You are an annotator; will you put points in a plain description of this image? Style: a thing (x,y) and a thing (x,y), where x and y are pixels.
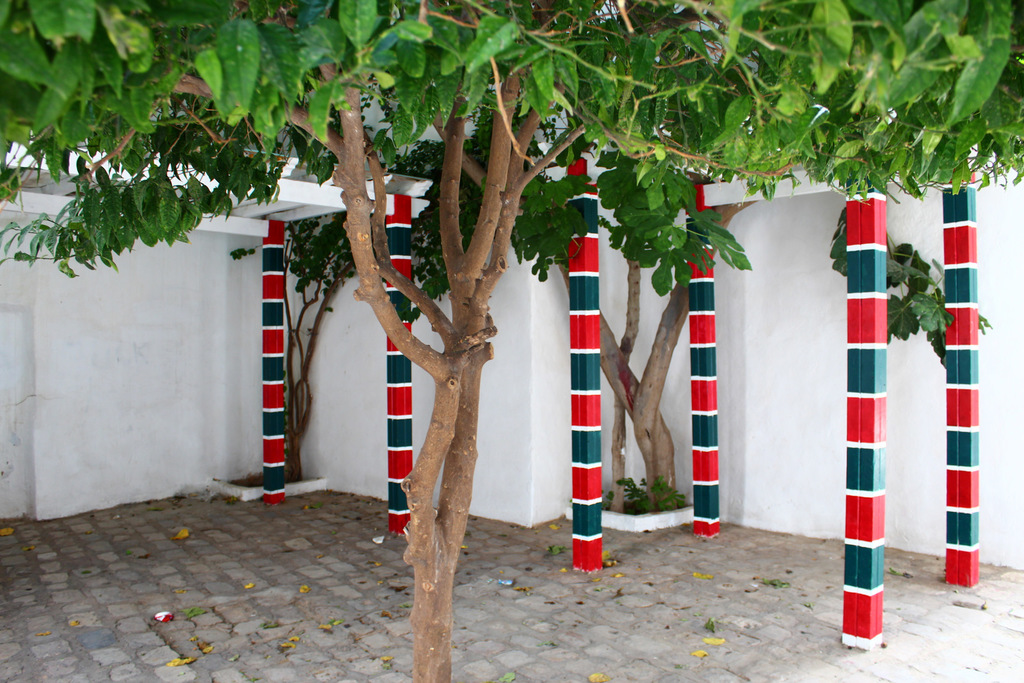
This picture is clicked outside. In the foreground (473,345) we can see the tree (509,215). In the center (374,415) we can see the wall (135,381), pillars (952,338), trees (631,281), plants (665,510) and some other items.
